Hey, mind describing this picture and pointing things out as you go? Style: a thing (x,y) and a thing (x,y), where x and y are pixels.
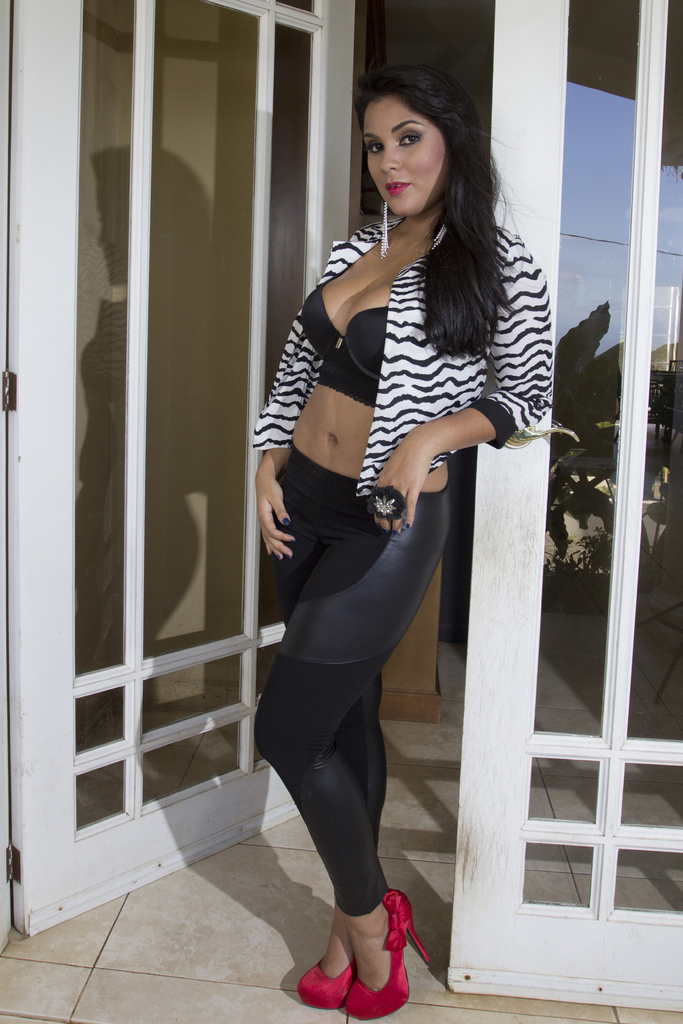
In this picture, there is a woman (326,854) in the center (363,673) standing beside the door (517,478). She is wearing a shrug (415,364) and black trousers (312,679).
